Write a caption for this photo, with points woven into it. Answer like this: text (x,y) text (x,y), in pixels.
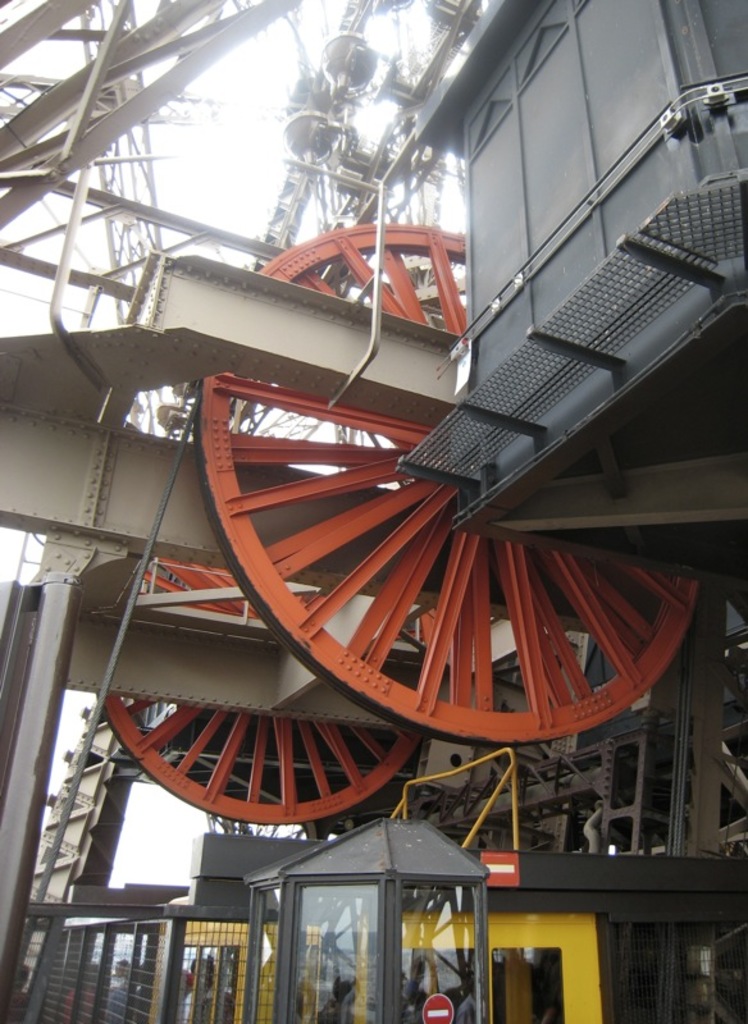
In this image there are machines (305,751), stands (113,468) and the sky (163,109) is cloudy and there are persons (185,1005) and there is a grill (160,974).
